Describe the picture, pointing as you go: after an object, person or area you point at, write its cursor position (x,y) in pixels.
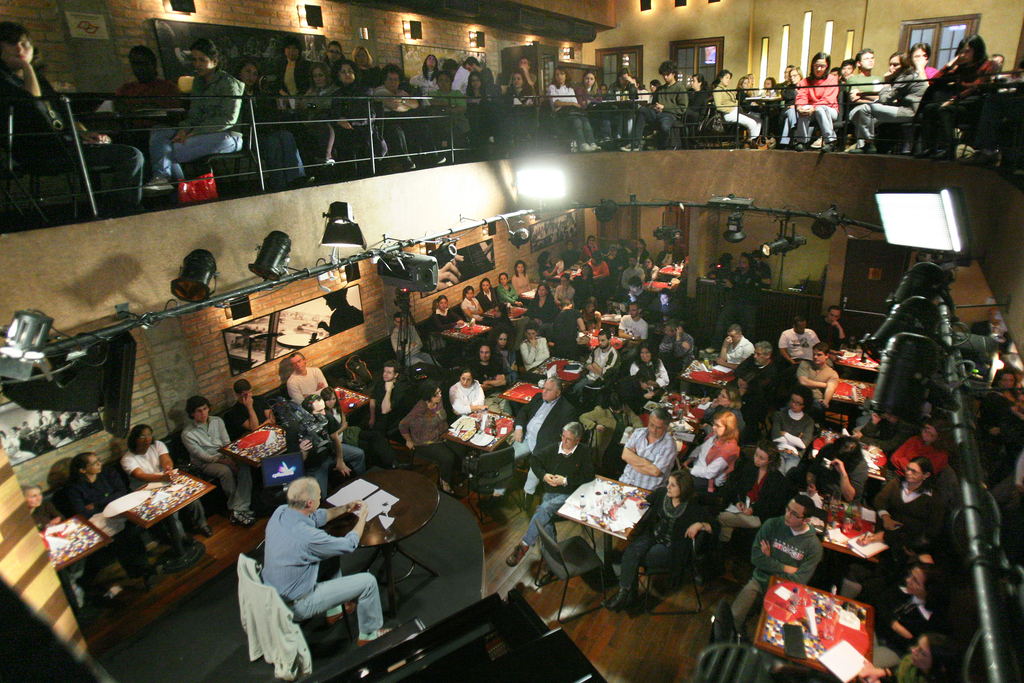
In this image we can see many people (506,353) sitting in front of a table (637,519). We can also see few people (366,60) standing. On the table (382,485) we can see the papers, books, bottles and also glasses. We can also see the frames (313,320) attached to the wall (244,279). Image also consists of many focus lights (360,236) and also some windows (693,48).
